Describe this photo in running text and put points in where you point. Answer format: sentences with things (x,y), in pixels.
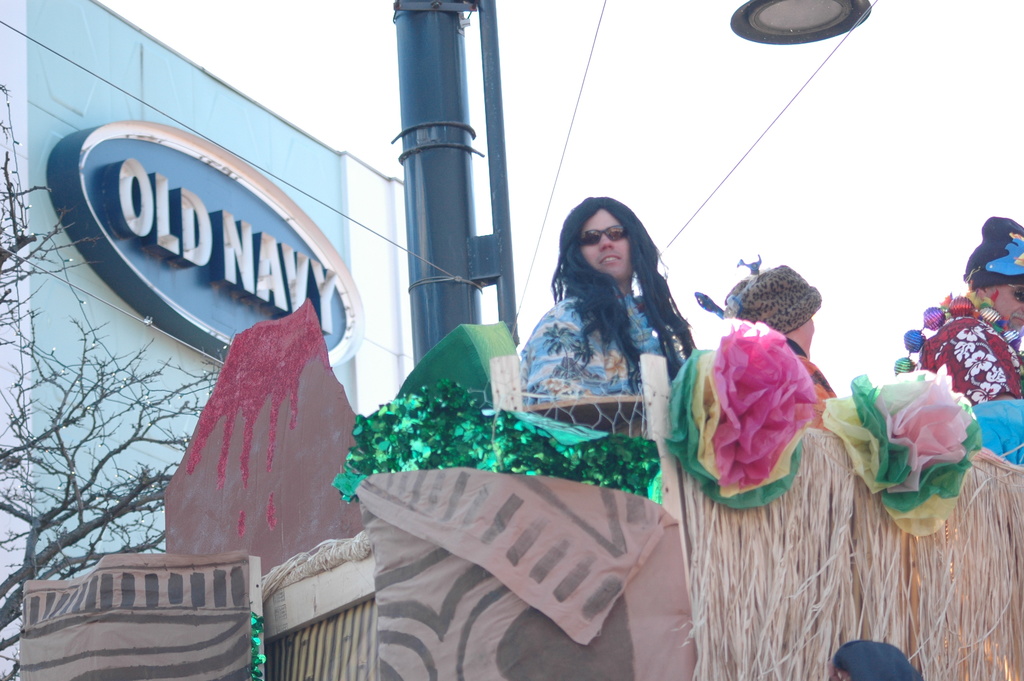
In this image, there are a few people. We can see a building (4,667) with some text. We can also see a pole (492,89) and some wires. We can some trees (39,439) and the sky (538,173). We can see some decorative objects (145,631) and an object (745,29) at the top (802,1).
